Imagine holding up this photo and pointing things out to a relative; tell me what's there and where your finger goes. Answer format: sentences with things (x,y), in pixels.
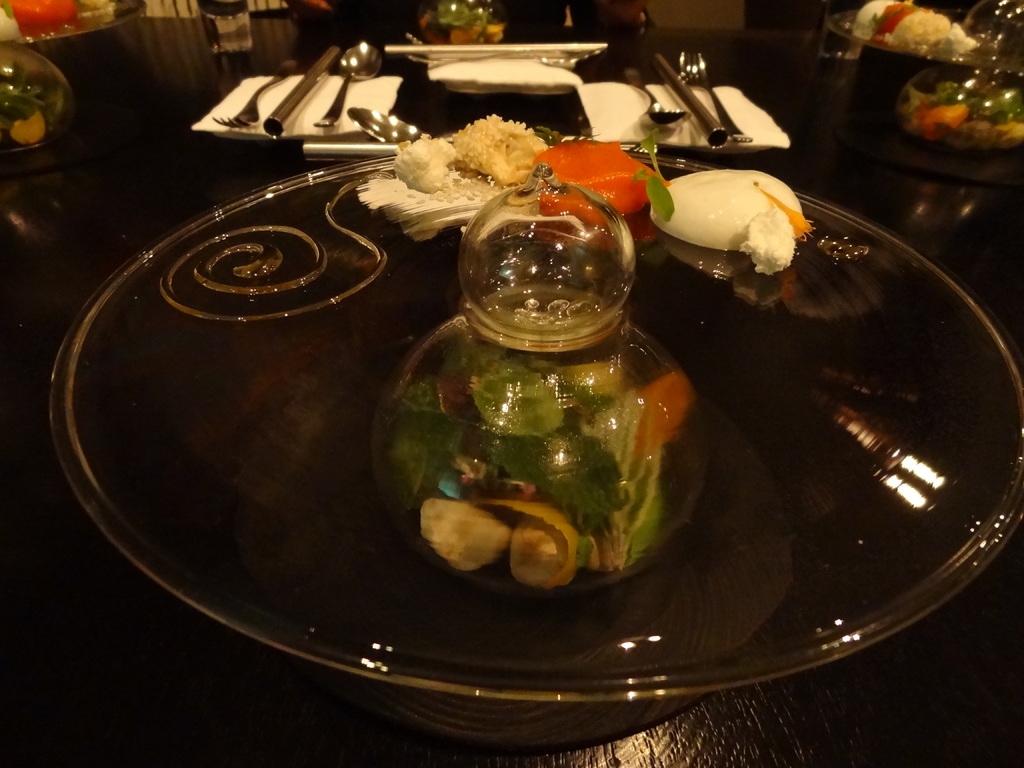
In the background (111,78), we can see black surface (348,766). On top of that we can see glass objects (513,465), glass jars (592,302). Here we can see few eatable things (408,174) and items (586,452). At the top of the image (745,108), we can see spoons (322,125), forks (267,81), tissues (570,76) and some objects (62,71).
